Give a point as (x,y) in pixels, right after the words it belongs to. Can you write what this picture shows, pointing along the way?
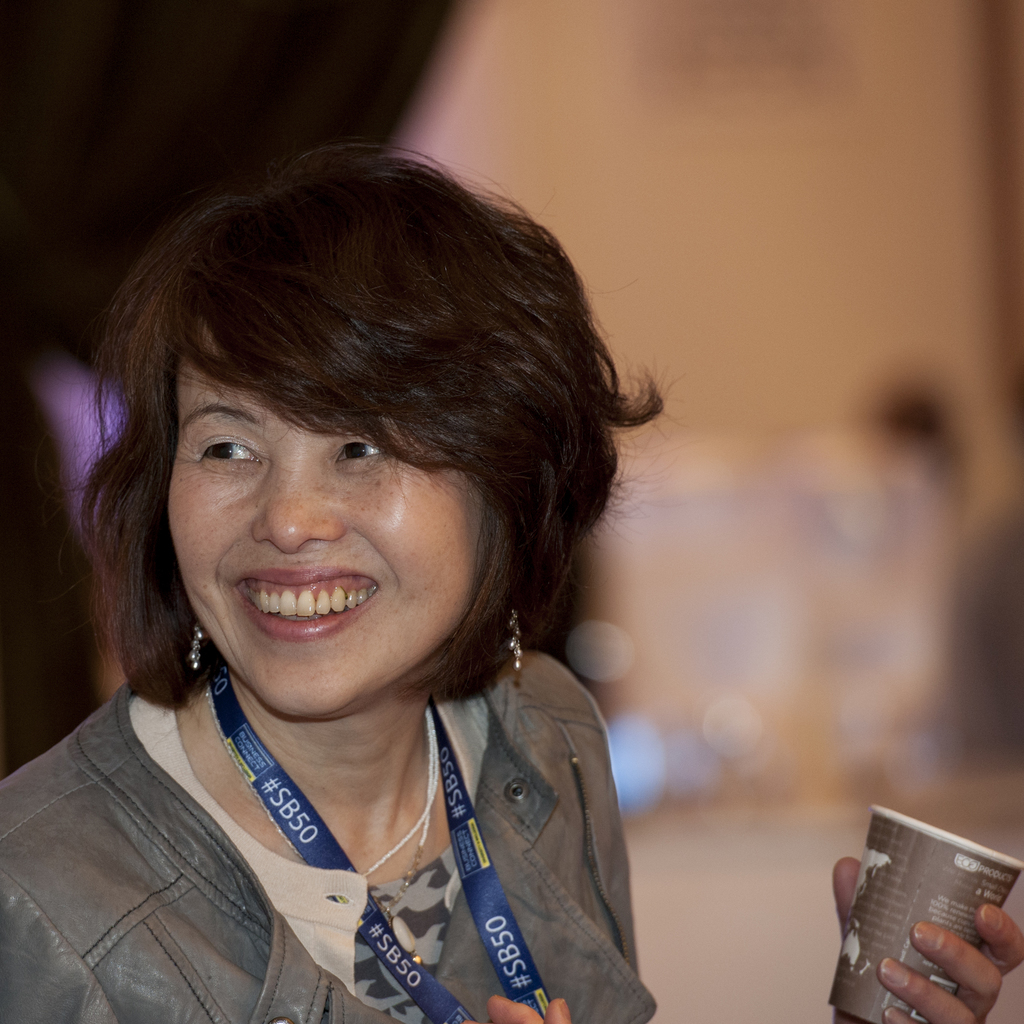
In this image we can see one woman (297,633) with smiling face (314,560), wearing an ID card tag (510,908) and holding a cup (879,959). There are few objects (787,529) in the background (92,232) and the background (996,274) is blurred.
